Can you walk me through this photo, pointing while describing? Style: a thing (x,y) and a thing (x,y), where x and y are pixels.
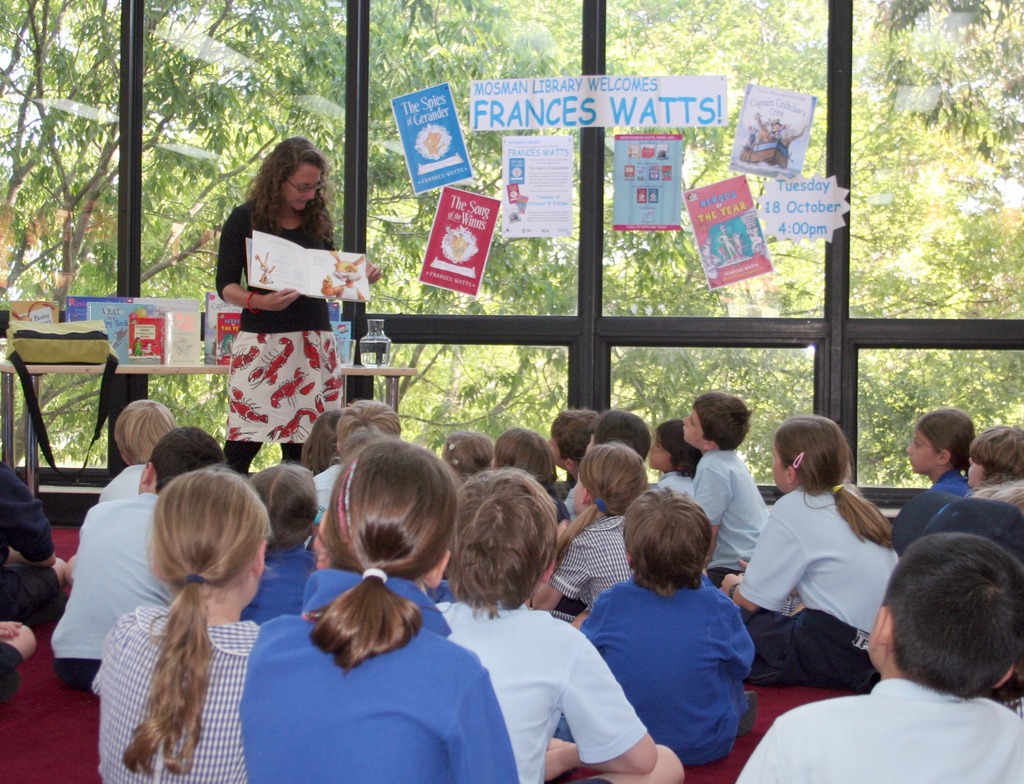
In this image there are children (375,515), a woman (232,436), table (74,365) and glass windows (914,162). Posters (743,162) are on the glass windows (819,6). Something is written on the posters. Through the glass windows (468,136) we can see trees (376,110). A woman (323,302) standing and holding a book (320,286). On that table (15,369) there are books (132,308), a bag (64,346) and a flask (378,346). Children (335,496) are sitting on the red carpet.
